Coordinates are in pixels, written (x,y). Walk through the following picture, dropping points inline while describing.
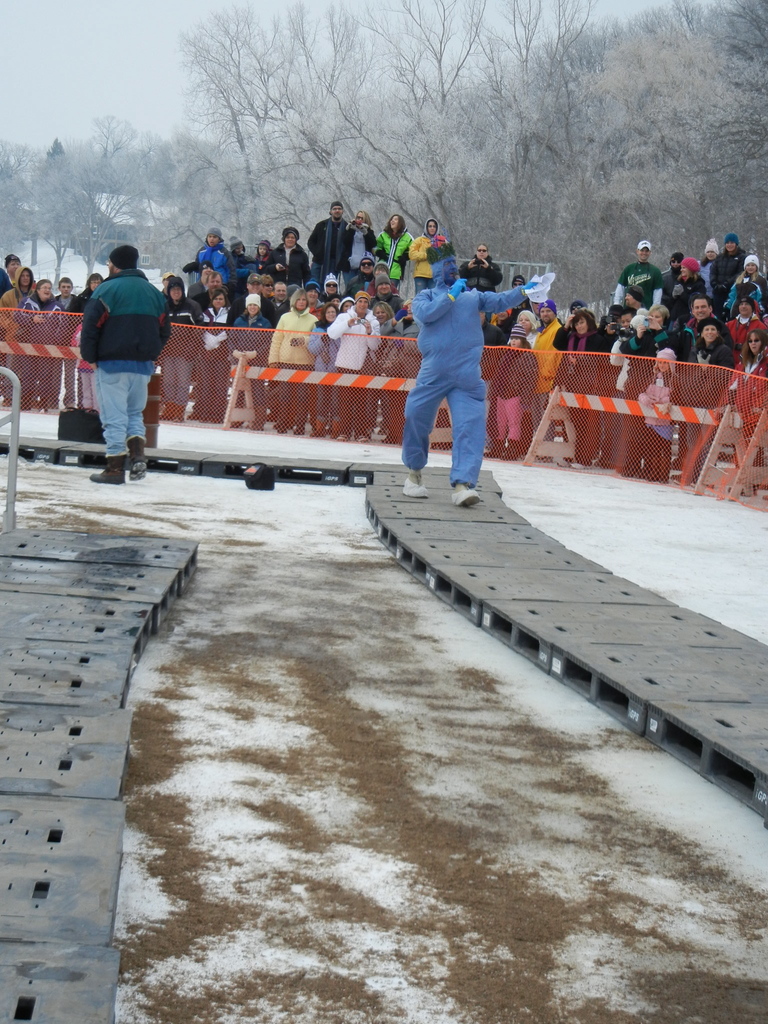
In this picture I can see on the right side (654,520) there is snow (716,560), in the middle (484,399) a person (445,342) is walking, in the background (751,304) a group of people (622,342) are looking at him and there trees (359,187), at the top (153,46) there is the sky (117,46).
